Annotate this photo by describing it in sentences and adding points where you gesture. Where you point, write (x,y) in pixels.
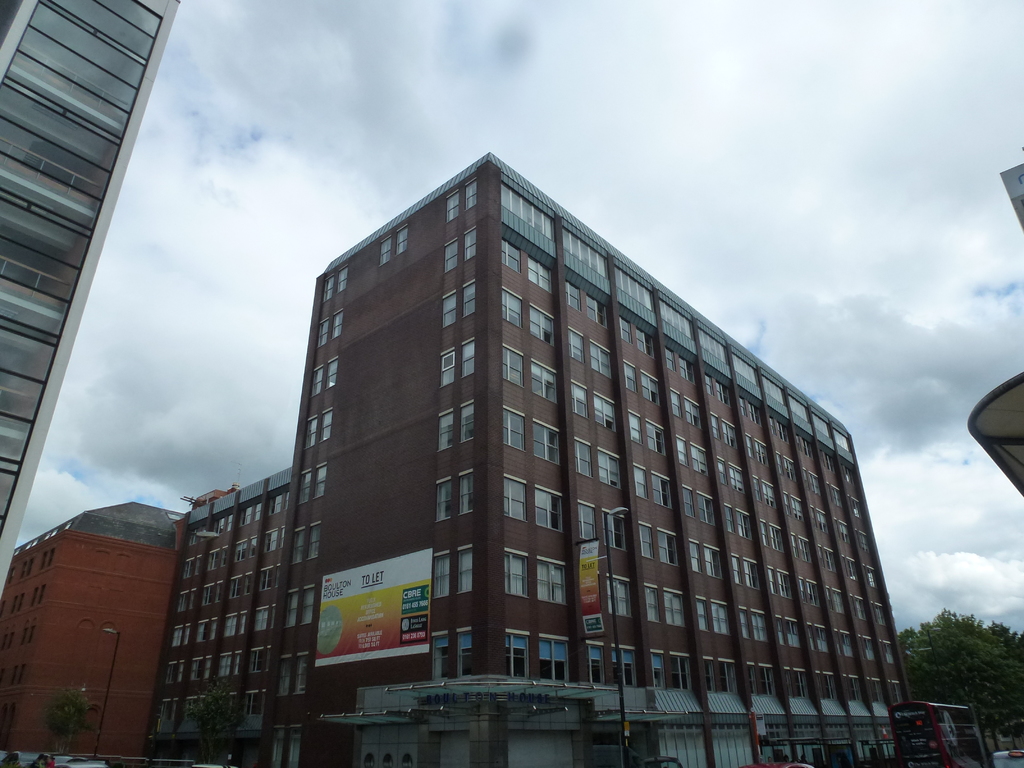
In this image we can see buildings (20,227), trees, light poles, hoardings (357,596), vehicles (903,715) and cloudy sky (607,145).
